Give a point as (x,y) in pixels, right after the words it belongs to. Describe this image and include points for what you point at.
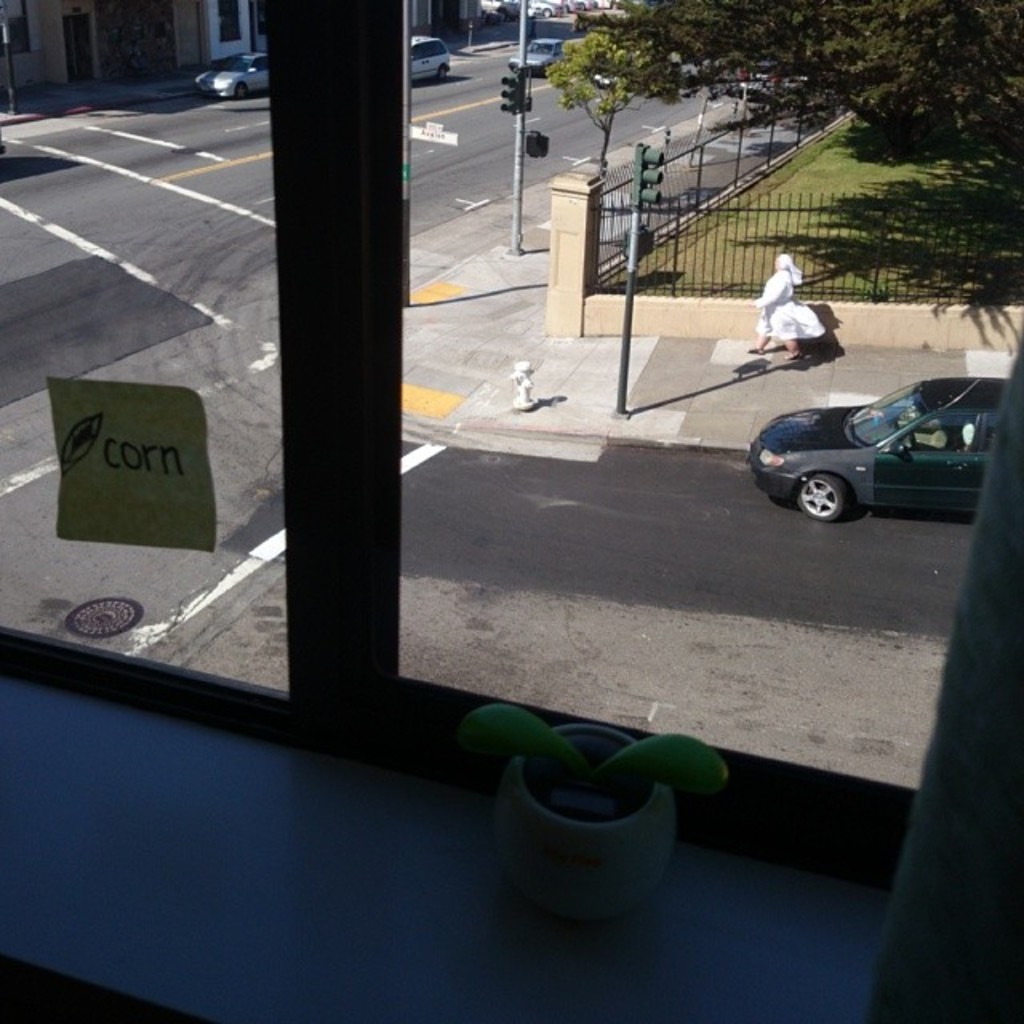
The image is taken from a building (113,711). In the foreground (461,750) there are windows (328,545), house plant (593,796) and sticker (193,459). In the center of the picture (486,454) we can see roads (502,152), trees (838,53), grass (868,253), wall (952,305), railing (606,193), signal lights (629,232), cars (931,381), a woman (790,303) walking and buildings (440,14). In the background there are cars (554,12).
